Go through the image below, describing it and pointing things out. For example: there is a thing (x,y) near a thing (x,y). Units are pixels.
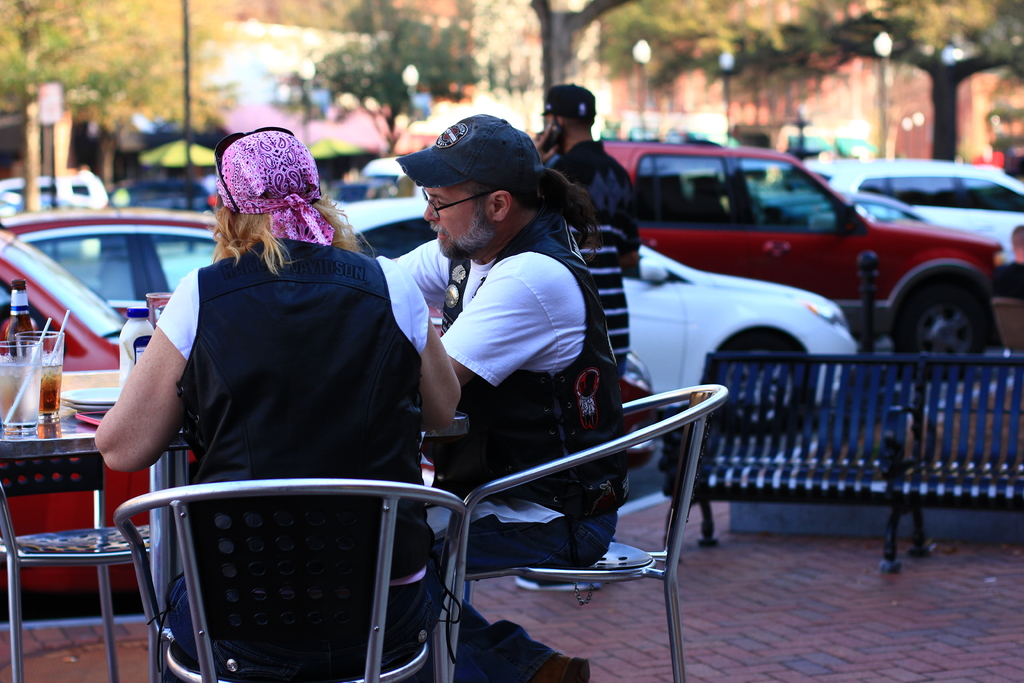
In this picture there are two people (514,356) sitting on the chairs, with some bottles (17,301) and glasses (27,405) kept on a table (42,427) also there are some plates (107,402). In the backdrop (866,189) there are vehicles (88,204) and trees (113,110).
